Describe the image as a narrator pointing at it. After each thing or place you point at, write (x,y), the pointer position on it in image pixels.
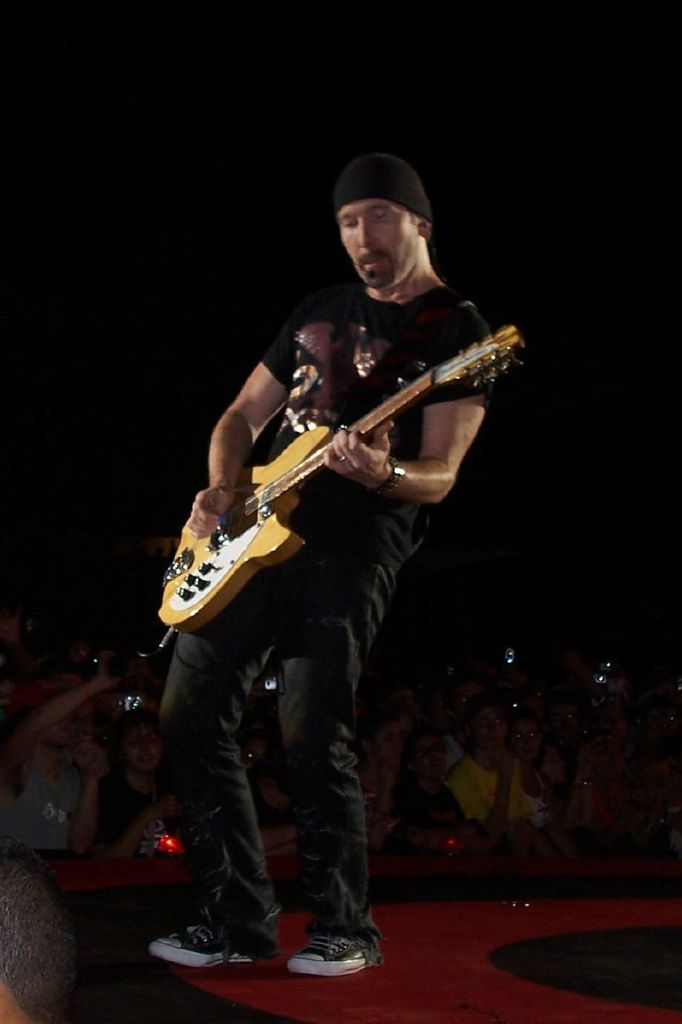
In this picture there is a man (231,771) standing on the stage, playing a guitar (244,524) in his hands (212,514). And in the background (425,723) there are some people (447,732) enjoying the music here.
